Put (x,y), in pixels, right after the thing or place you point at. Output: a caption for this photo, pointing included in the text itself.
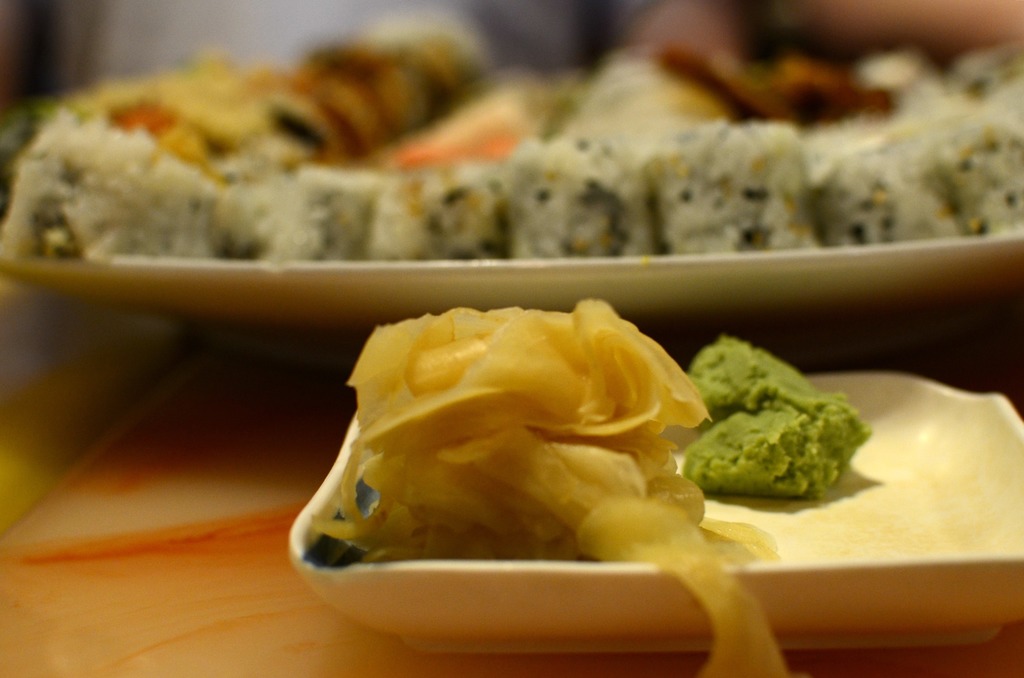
In the image there are some food items (394,380) served on the plates (645,588).
